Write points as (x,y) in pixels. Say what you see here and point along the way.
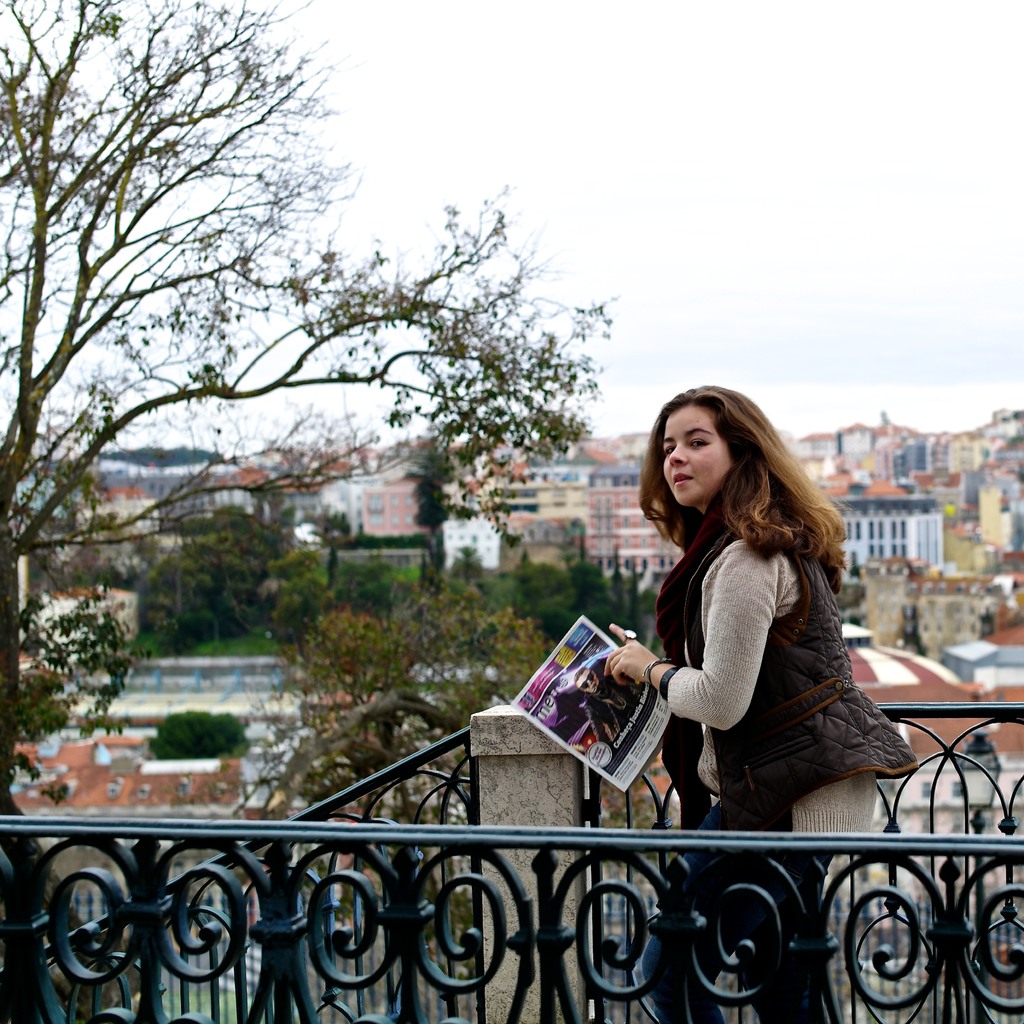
In this picture we can see a woman (734,642) standing and holding a newspaper (542,715) in her hand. There is a railing (667,808). We can see a few trees (9,755) and buildings (978,469) in the background (478,566).
